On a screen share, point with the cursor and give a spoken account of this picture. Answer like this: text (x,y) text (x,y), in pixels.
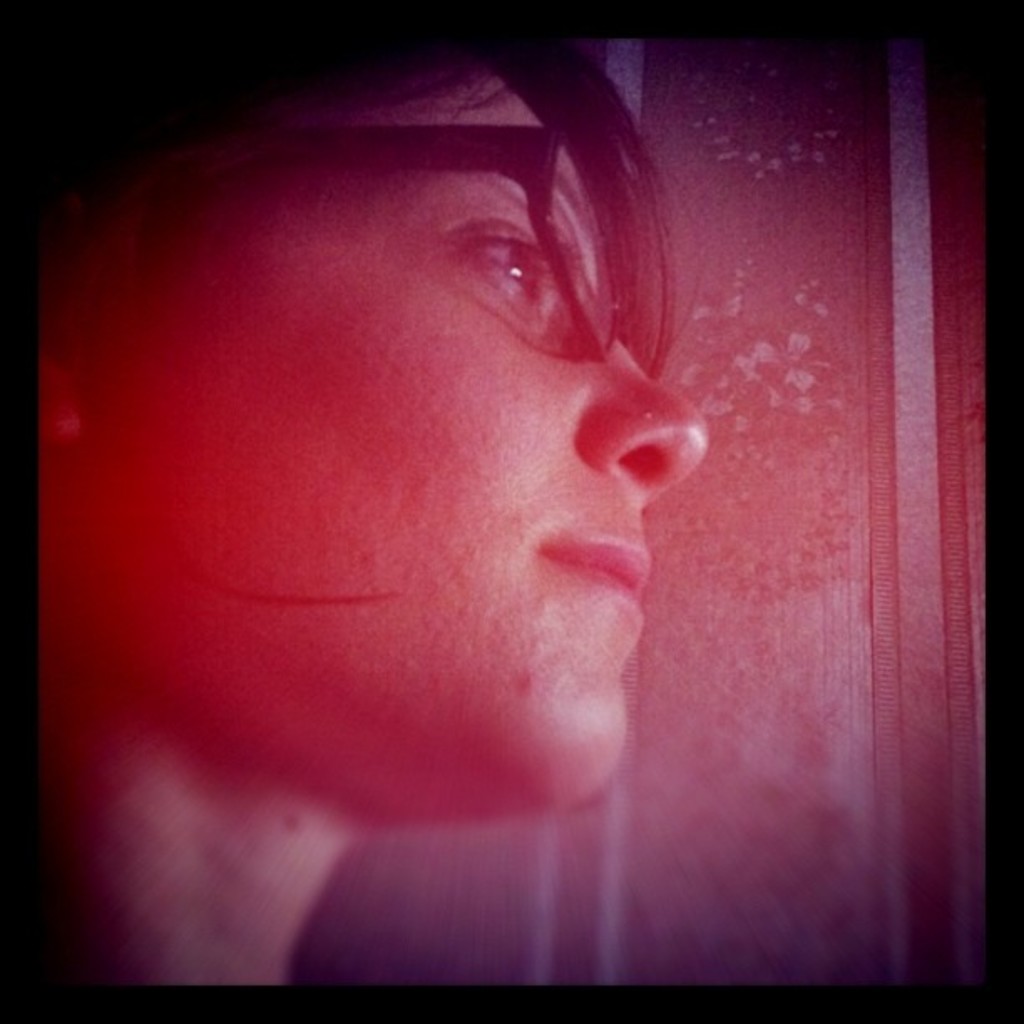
In this picture we can see a person (498,355) wearing a spectacle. Background (967,774) is blurry.
